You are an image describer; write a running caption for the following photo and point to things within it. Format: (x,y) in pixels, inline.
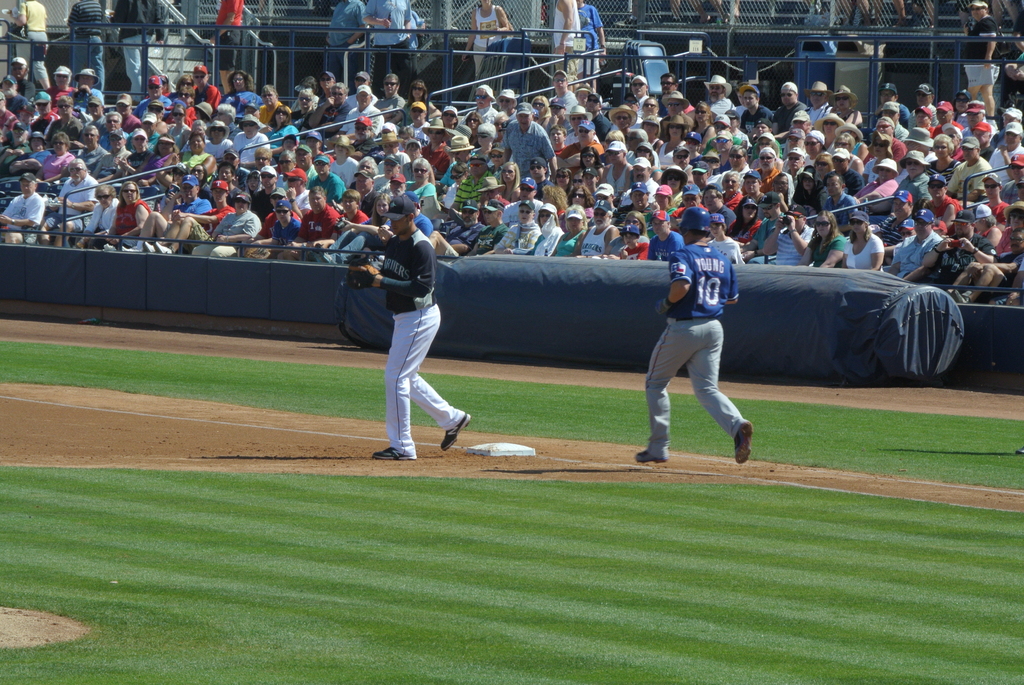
In this image I can see people (526,224) among them some are standing and others are sitting. Here I can see the grass (371,548), fence (108,183) and some other objects (345,290).
